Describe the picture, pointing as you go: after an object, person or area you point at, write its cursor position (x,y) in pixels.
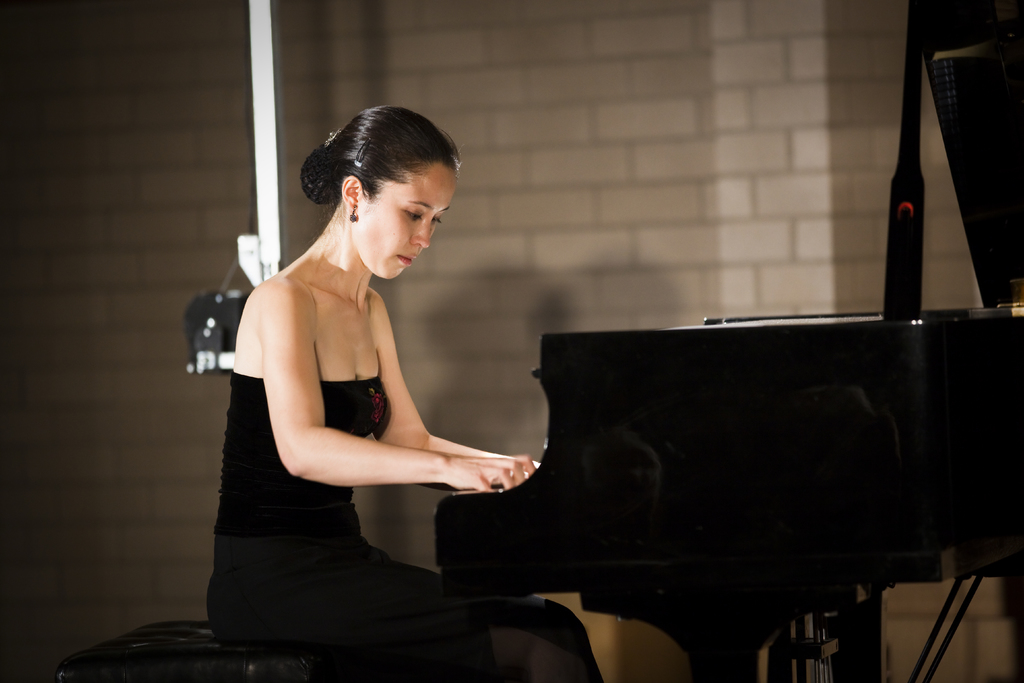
In this image we can see a woman (526,600) sitting on a bench (250,644) and she is playing a piano (547,437).
